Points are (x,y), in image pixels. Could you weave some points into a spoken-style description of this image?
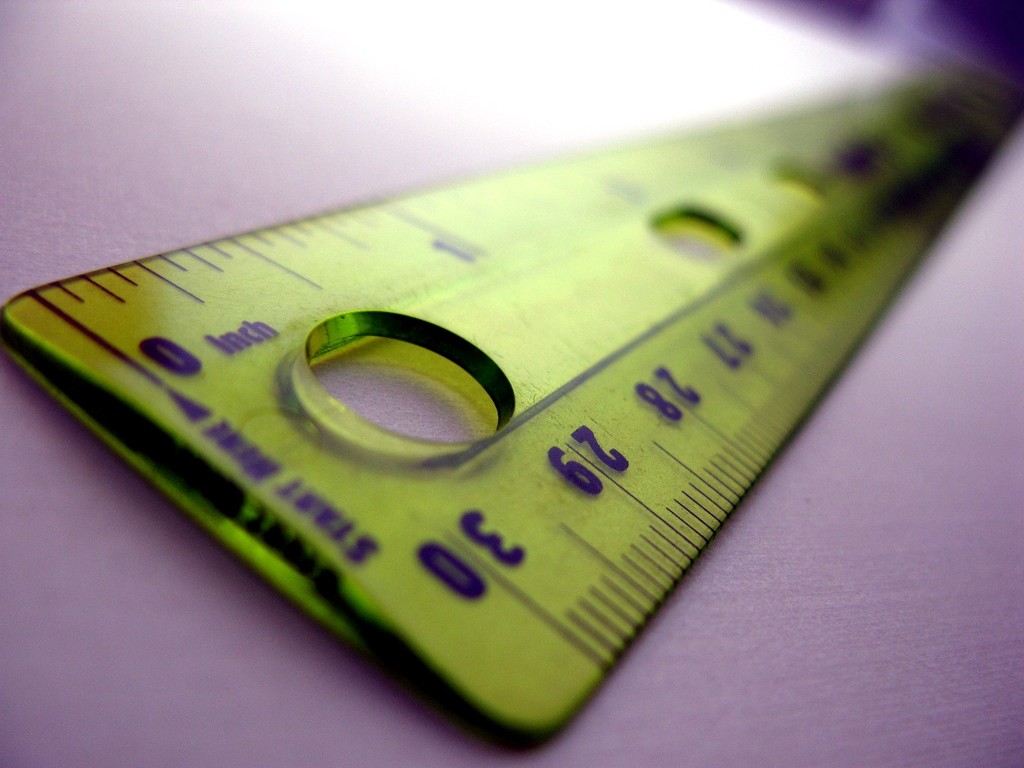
In the picture we can see a purple color plank (680,685) on it, we can see a scale (512,665) which is green in color with measurement readings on it.
